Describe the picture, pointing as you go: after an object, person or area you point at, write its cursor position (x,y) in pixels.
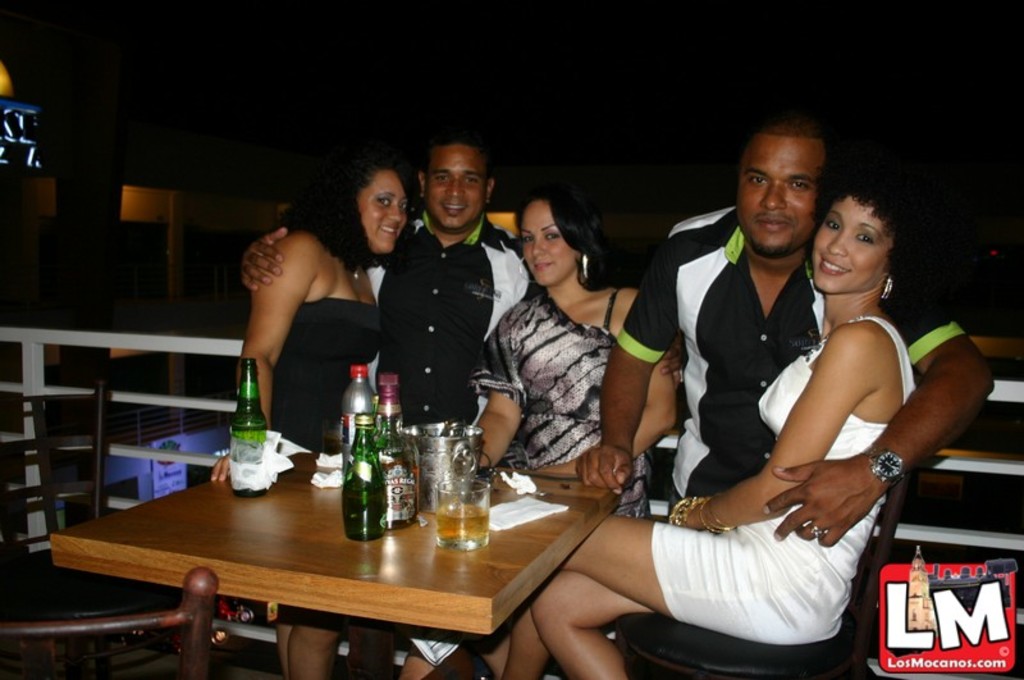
In this image we can see five persons (305,403) and they are all smiling. This is a table (349,553) where a wine bottle (386,488), a glass (439,508) and tissues (510,512) are kept on it. Here we can see chairs (47,588) on the left side (56,522).
